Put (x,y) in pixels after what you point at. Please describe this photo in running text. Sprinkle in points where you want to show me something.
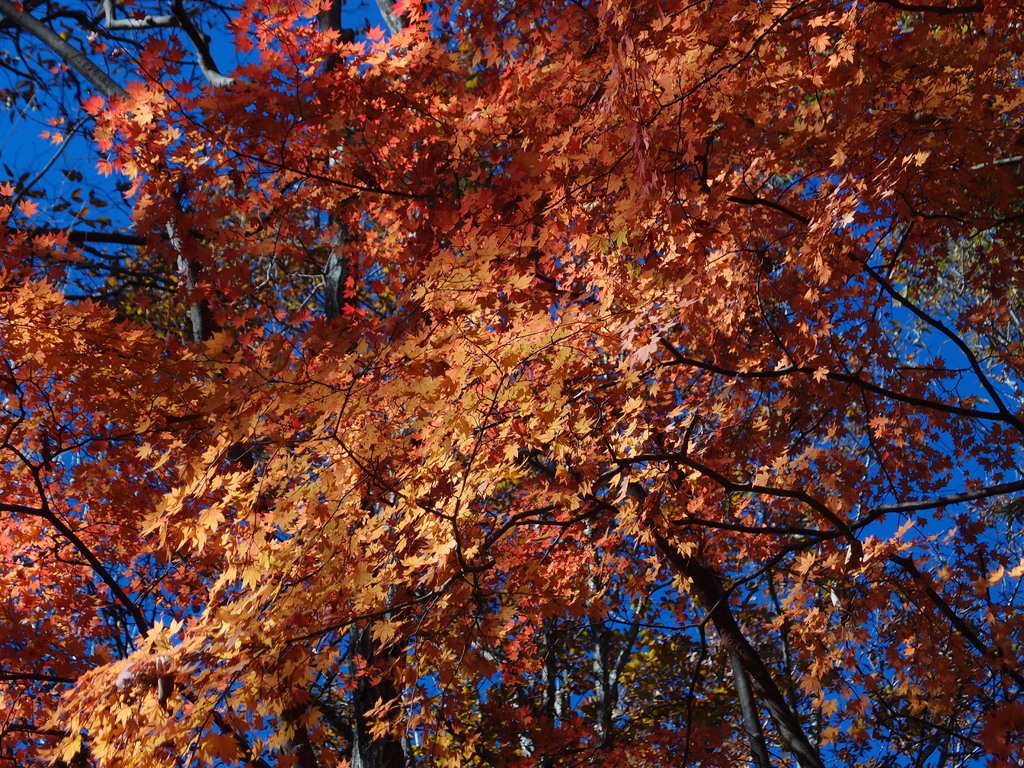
In the picture we can see a maple leaf tree (442,499) with many leaves (510,672) and behind it, we can see a sky (86,193) which is blue in color.
